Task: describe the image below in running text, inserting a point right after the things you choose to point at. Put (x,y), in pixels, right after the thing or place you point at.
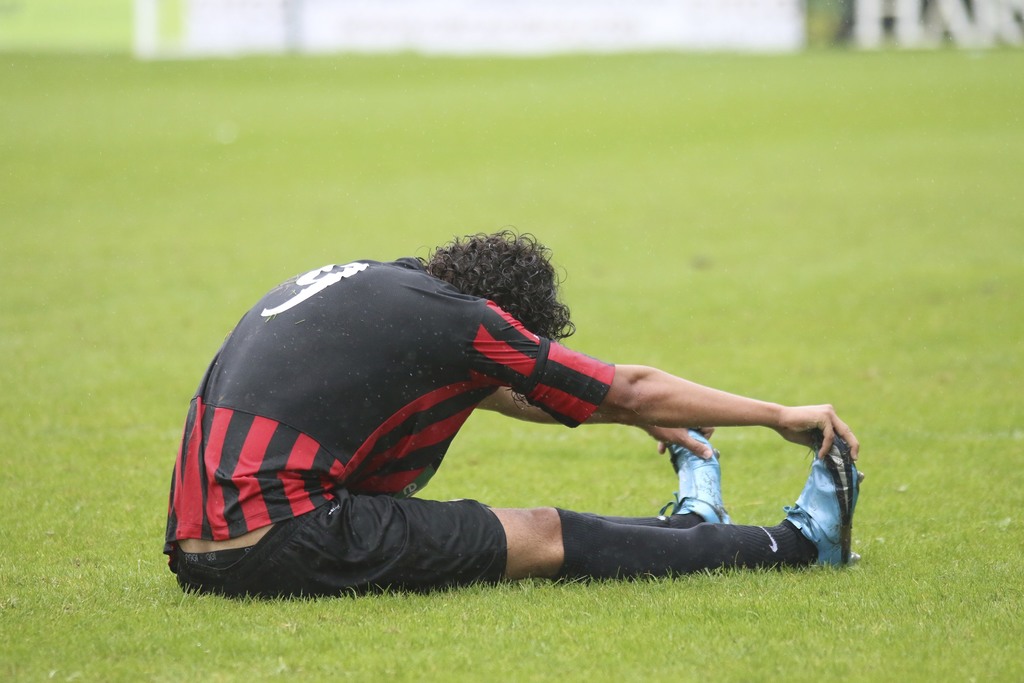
In this image, I can see a person (482,568) sitting on the grass (788,567). At the top of the image (455,42), It looks like an object (629,22).
